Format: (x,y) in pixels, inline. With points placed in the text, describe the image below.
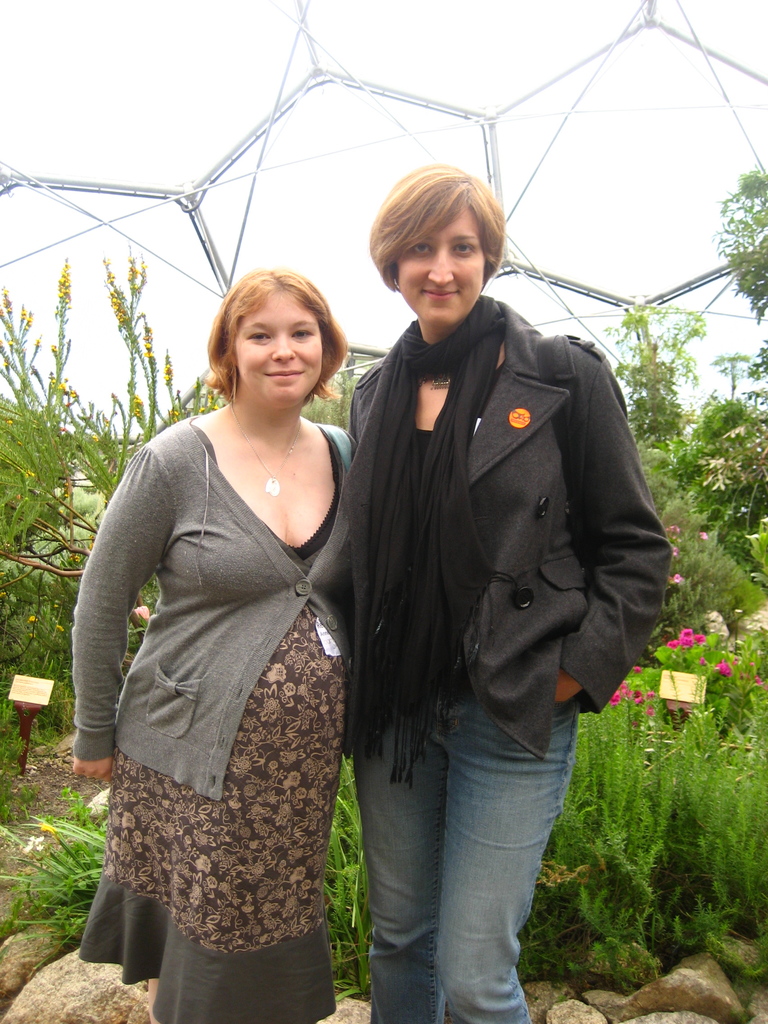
The woman (220,546) on the left corner of the picture (119,632) wearing a grey jacket (168,652) is standing beside the woman (439,594) who is wearing a black jacket (540,535). Both of them are smiling. Behind them, we see plants (652,744) and trees (36,487). At the top of the picture (253,126), we see the sky (315,145) and beam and at the bottom of the picture (676,986), we see rocks (532,1009).
